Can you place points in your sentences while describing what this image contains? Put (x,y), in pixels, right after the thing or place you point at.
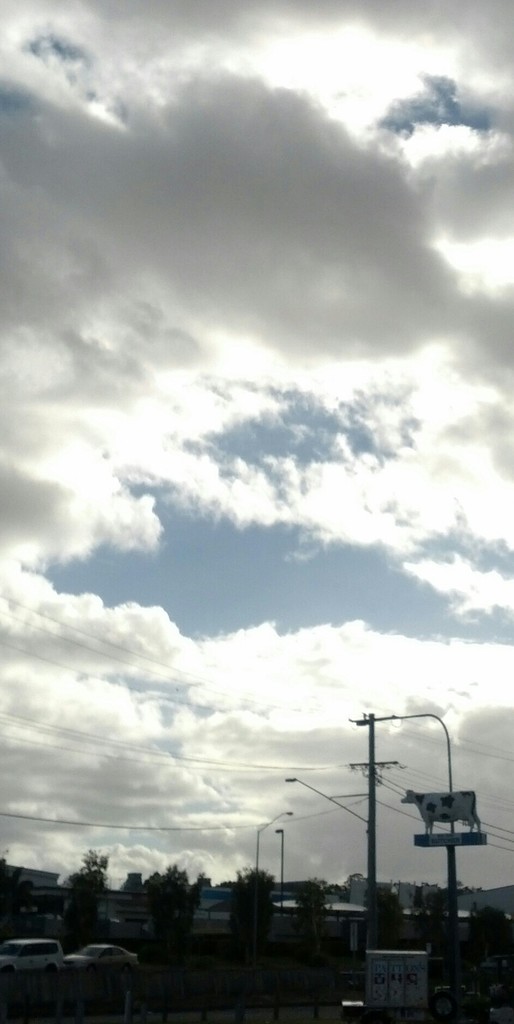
In the image there are cars (124,965) going on the road (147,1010) and behind there are buildings (207,910) with trees (302,905) in front of it and above its sky (210,310) with clouds (104,345).
